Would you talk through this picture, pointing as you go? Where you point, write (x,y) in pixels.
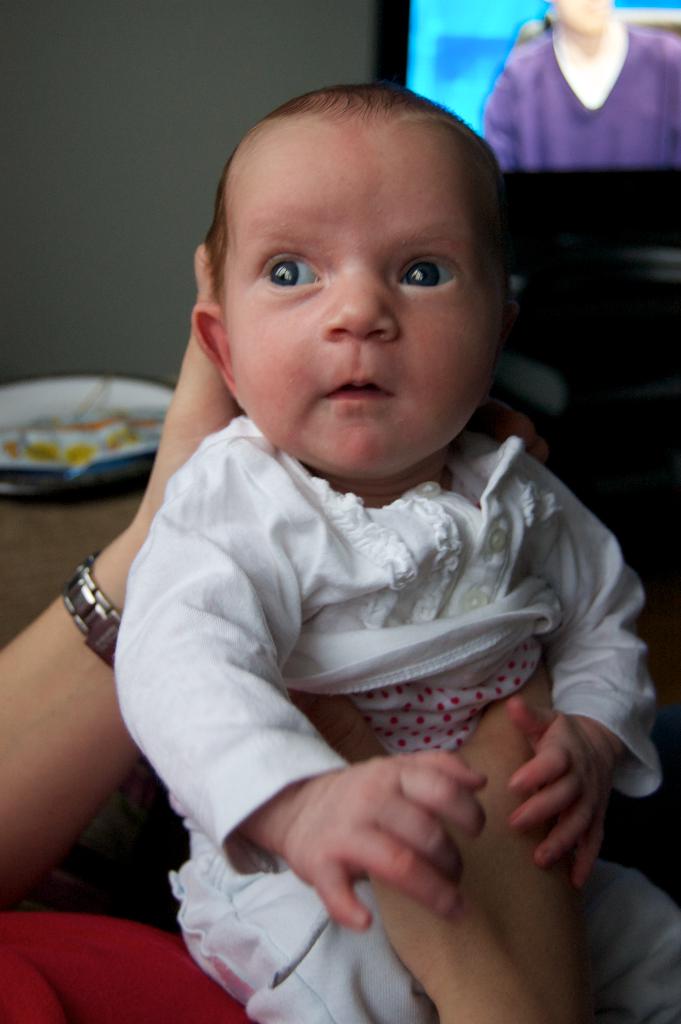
In this image we can see one person's hands (340,708) holding a baby (426,626), one T. V (589,73) with images (575,25) attached to the wall (100,289) in the background (599,91), some objects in the background (649,445), the background (241,38) is dark and blurred.
